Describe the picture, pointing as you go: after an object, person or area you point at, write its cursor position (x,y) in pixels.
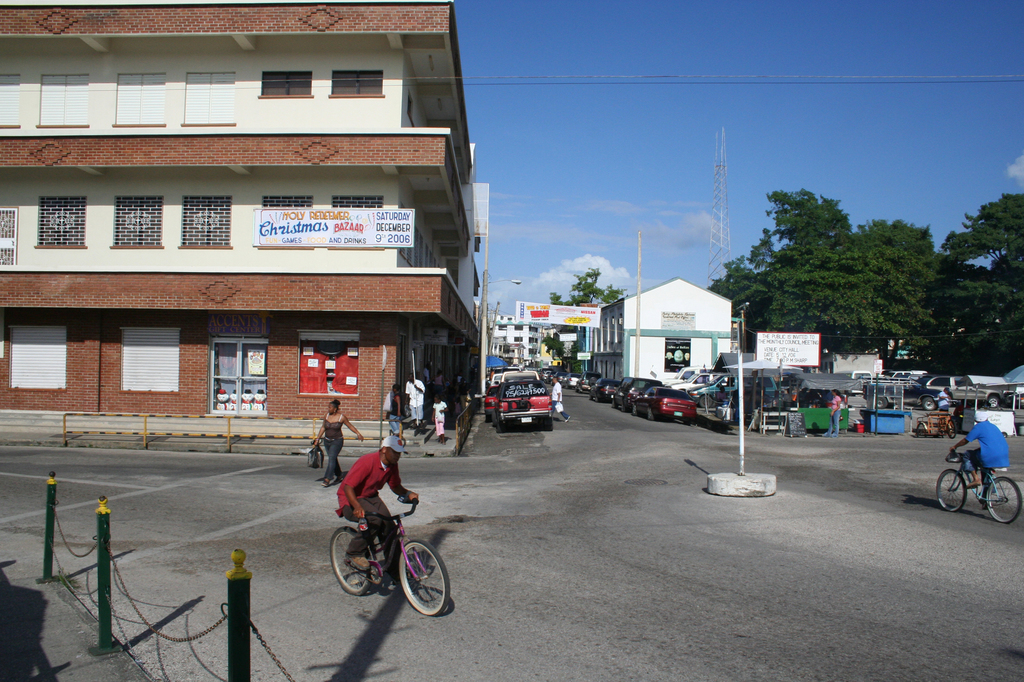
In the foreground of this image (138,598), there is railing (124,587) on the left (245,675) and also we can see two men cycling on the road (485,582) and few (342,439) are walking on it. In the middle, there is a pole (739,365). In the background (453,316), there are buildings (140,356), vehicles (522,415), boards (327,218), poles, trees (817,281) and the sky (833,33).
